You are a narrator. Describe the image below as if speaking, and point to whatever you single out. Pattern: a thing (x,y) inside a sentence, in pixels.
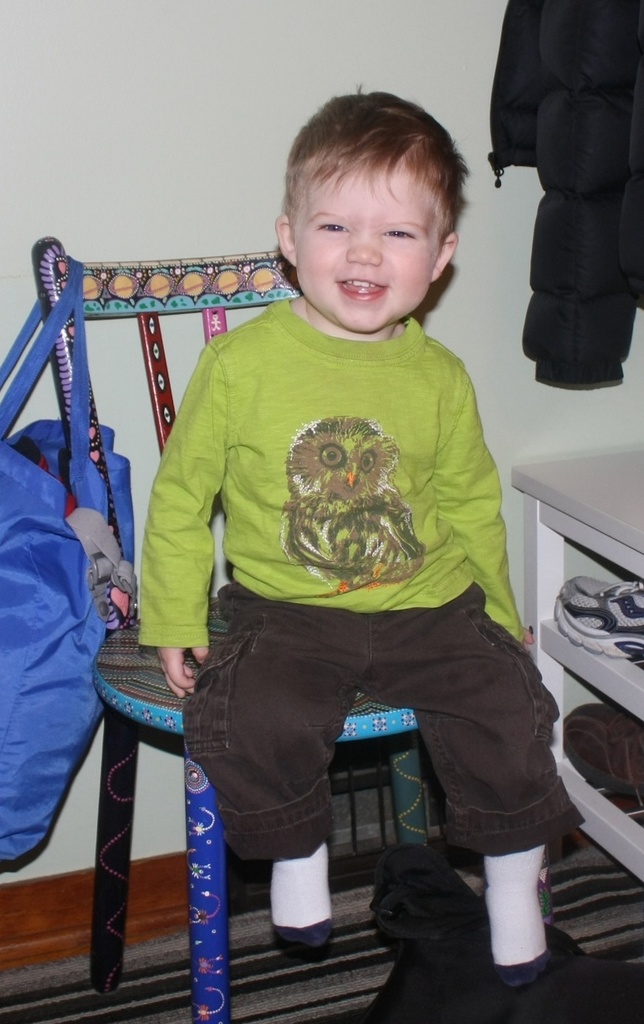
In this image there is a person (321,536) sitting on the chair (249,276) and he is smiling and there is a bag (31,376) hanging to the chair (250,267). At the right (594,598) there are shoes (598,718) in the cupboard (575,798) and at the top (582,153) there is a jacket (566,312).
